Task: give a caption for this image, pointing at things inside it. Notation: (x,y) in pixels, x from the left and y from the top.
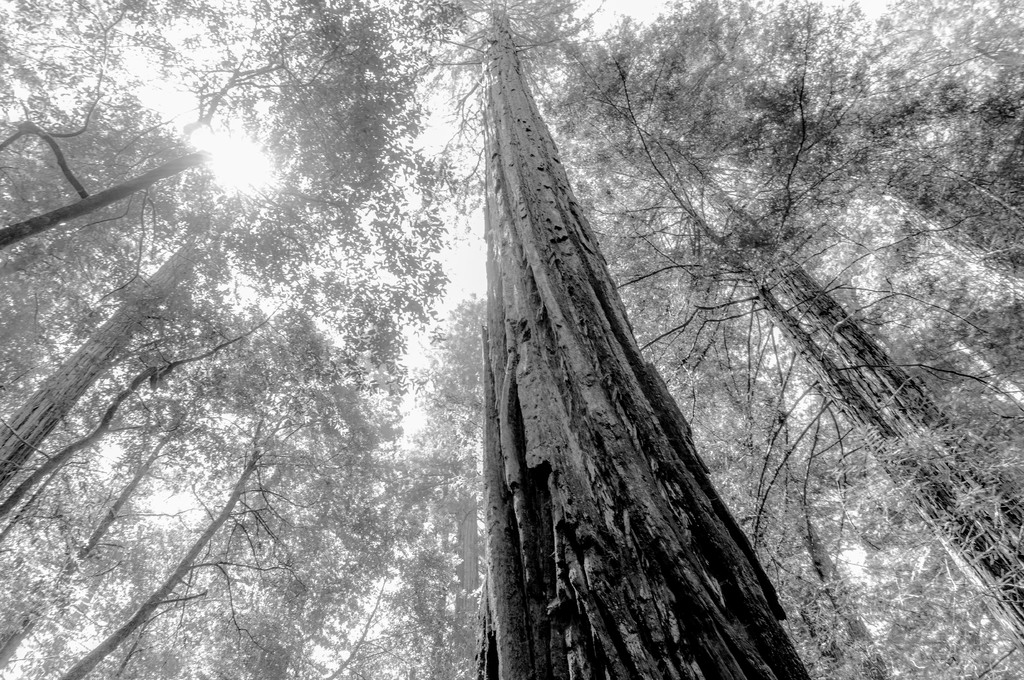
This is the black and white image which is taken in the low angle where we can see trees (225,346) and the sky (425,350) in the background (480,129).
